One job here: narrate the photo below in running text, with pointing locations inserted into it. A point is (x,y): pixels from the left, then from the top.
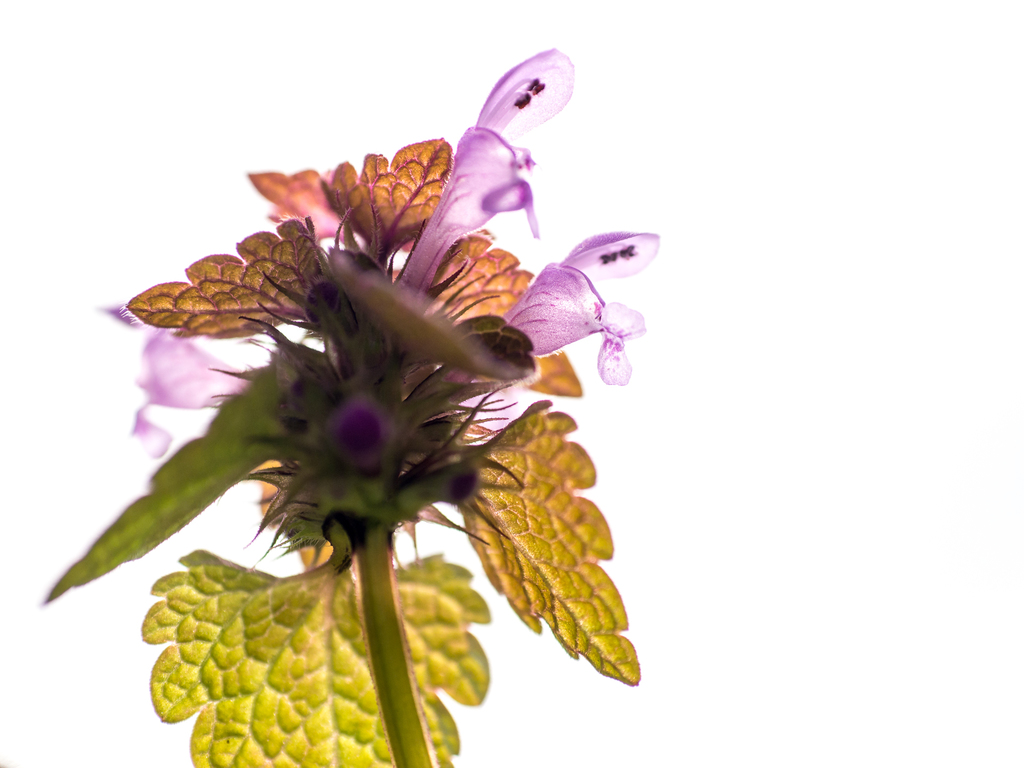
In this picture there are flower (587,274) on the plant (587,508), beside that i can see the leaves (512,579).
